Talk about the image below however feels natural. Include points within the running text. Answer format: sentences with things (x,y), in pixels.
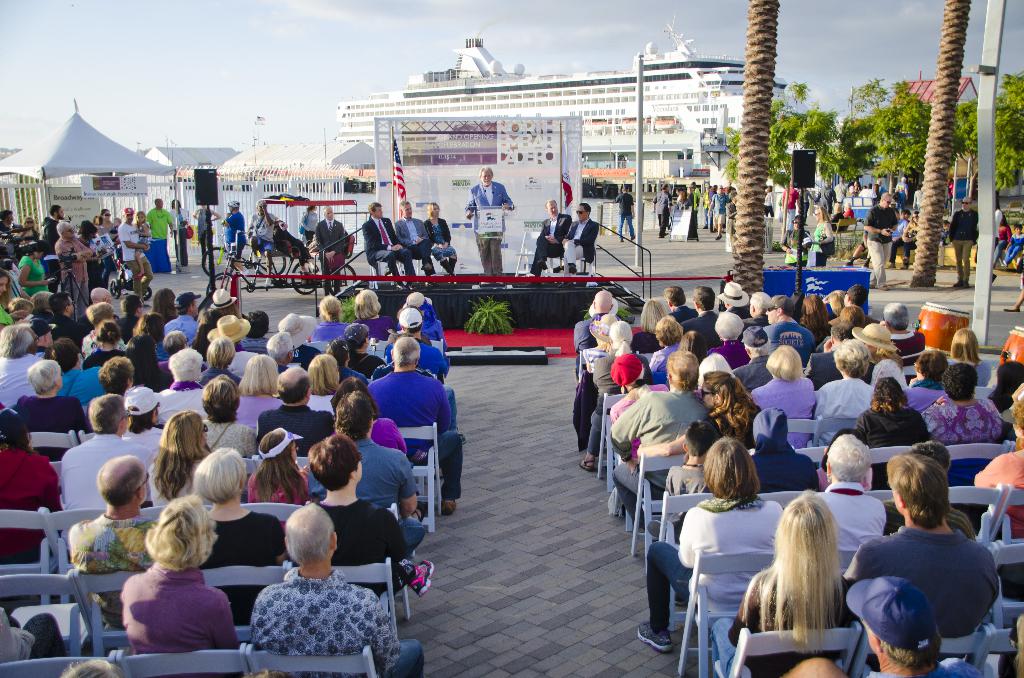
In the foreground of the image (848,485) we can see crowd (883,591) sitting on the chairs (996,632). In the middle of the image (524,312) we can see the tents (82,147), a stage (539,296) on which some people (579,259) are sitting and one person (495,247) is standing and saying something. At the top of the image (613,72) we can see a big ship (613,72) and the sky (324,74).
